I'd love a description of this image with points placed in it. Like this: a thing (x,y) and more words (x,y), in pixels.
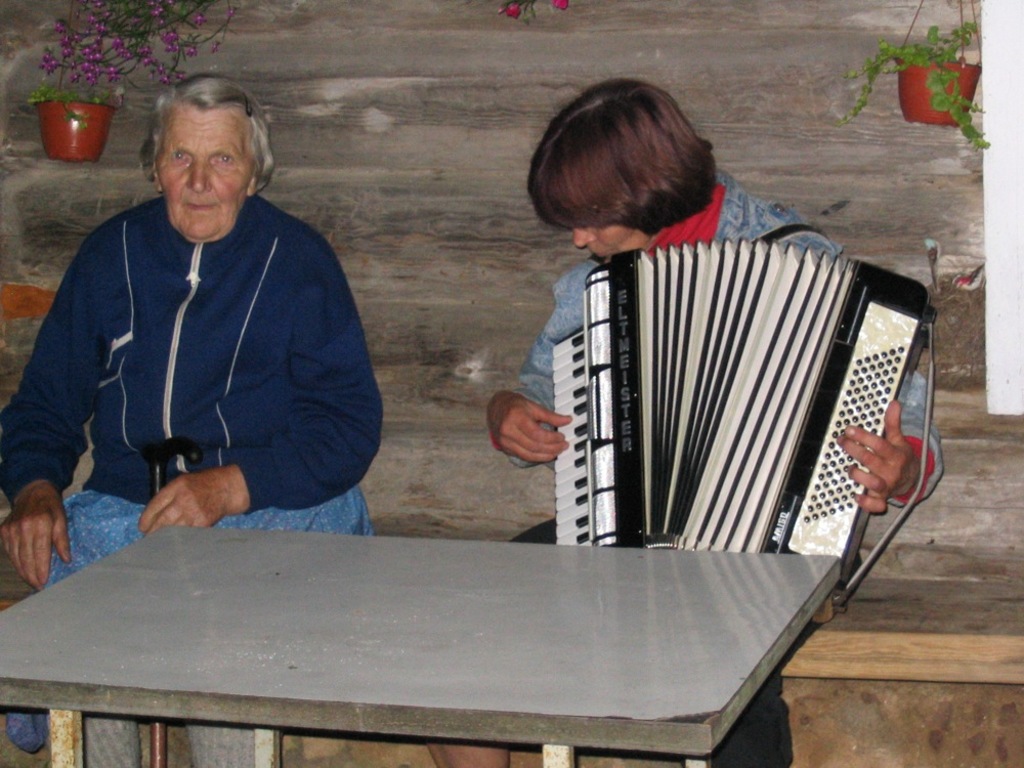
In the center of the image (676,263) a woman (750,196) is sitting and playing accordion (809,418). On the left side of the image (182,304) a person (259,356) is sitting. In the middle of the image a table (366,593) is there. In the background of the image (421,172) we can see flower pots (79,111), wall (523,191) are there.
